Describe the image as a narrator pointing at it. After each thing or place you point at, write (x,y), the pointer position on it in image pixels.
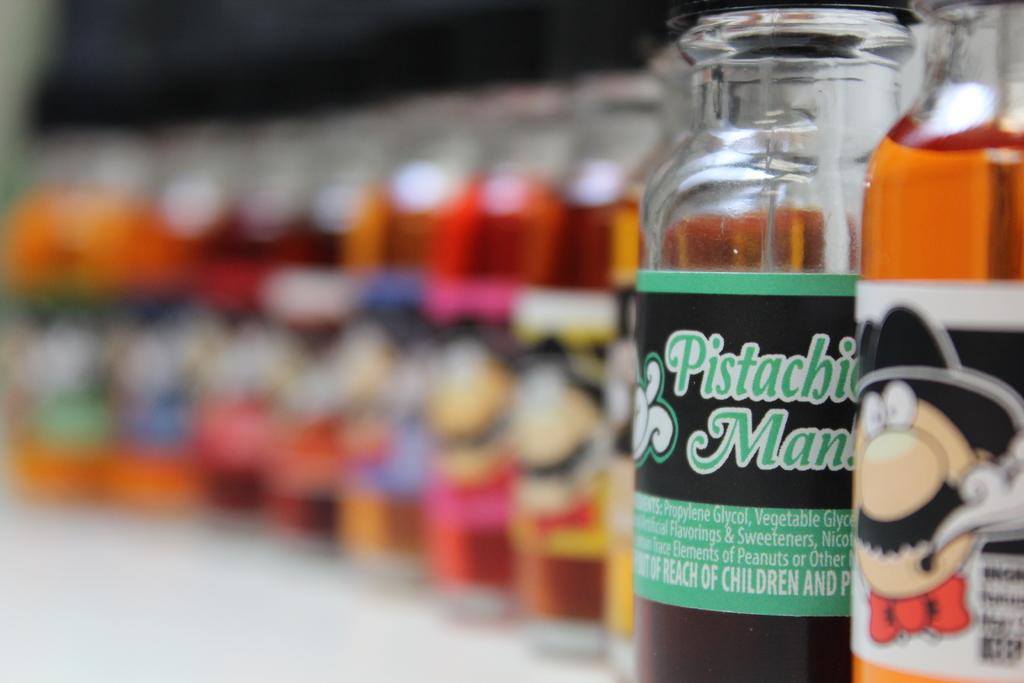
In this image I see number of bottles (214,132) and on the bottles (885,292) I see an animation character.
